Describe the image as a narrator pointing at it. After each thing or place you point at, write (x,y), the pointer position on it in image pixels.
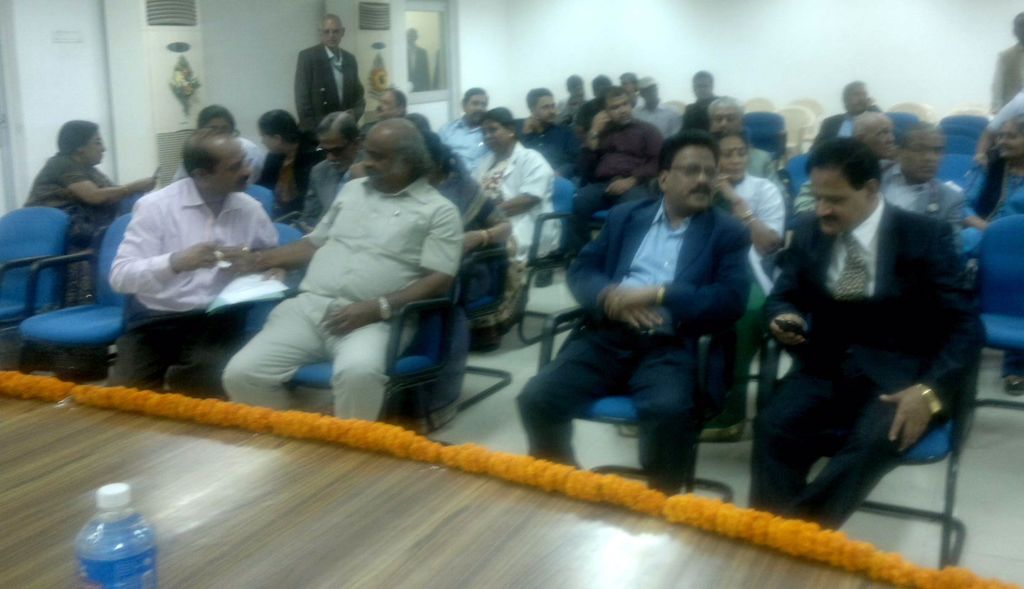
On the left side (129,543), there is a bottle (129,535). On the right side (985,588), there is a flower wreath (749,522) on a table (287,468). In the background (379,13), there are persons (911,310) sitting on chairs (966,142), there are persons (1009,58) standing, there are machines (180,11) and there is a white wall (669,31).
